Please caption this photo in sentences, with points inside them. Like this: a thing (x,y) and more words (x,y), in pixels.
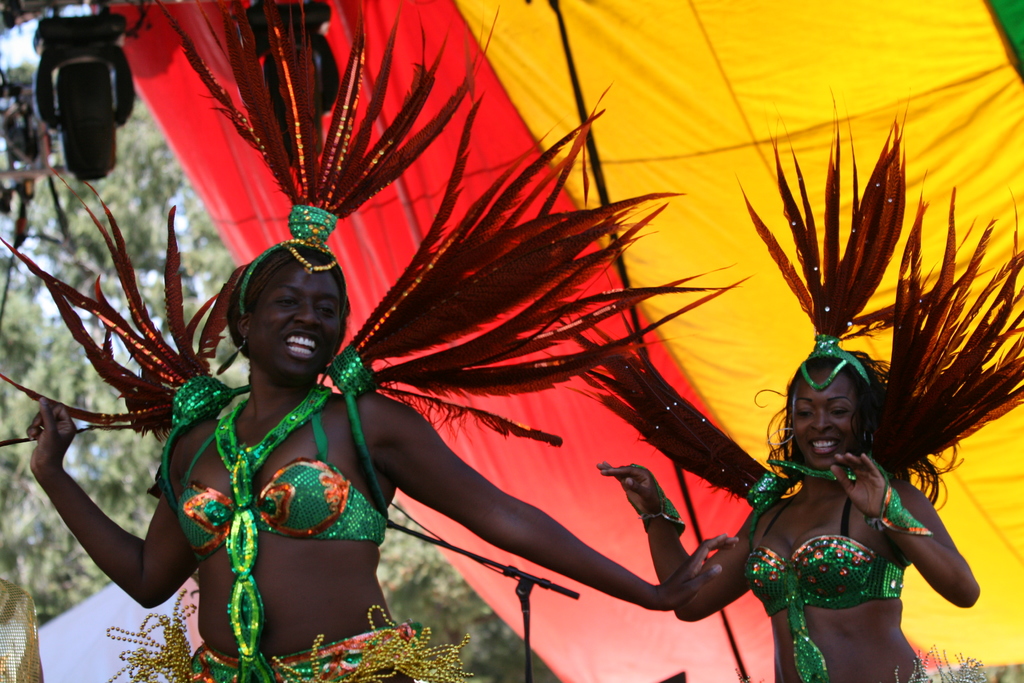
In the foreground of this image (756,574), there are two women (768,578) wearing carnival costume (787,576). Behind them, it seems like a tent (656,79) and a light (99,70). In the background (133,190), there are trees (58,344) and the sky (26,48).
